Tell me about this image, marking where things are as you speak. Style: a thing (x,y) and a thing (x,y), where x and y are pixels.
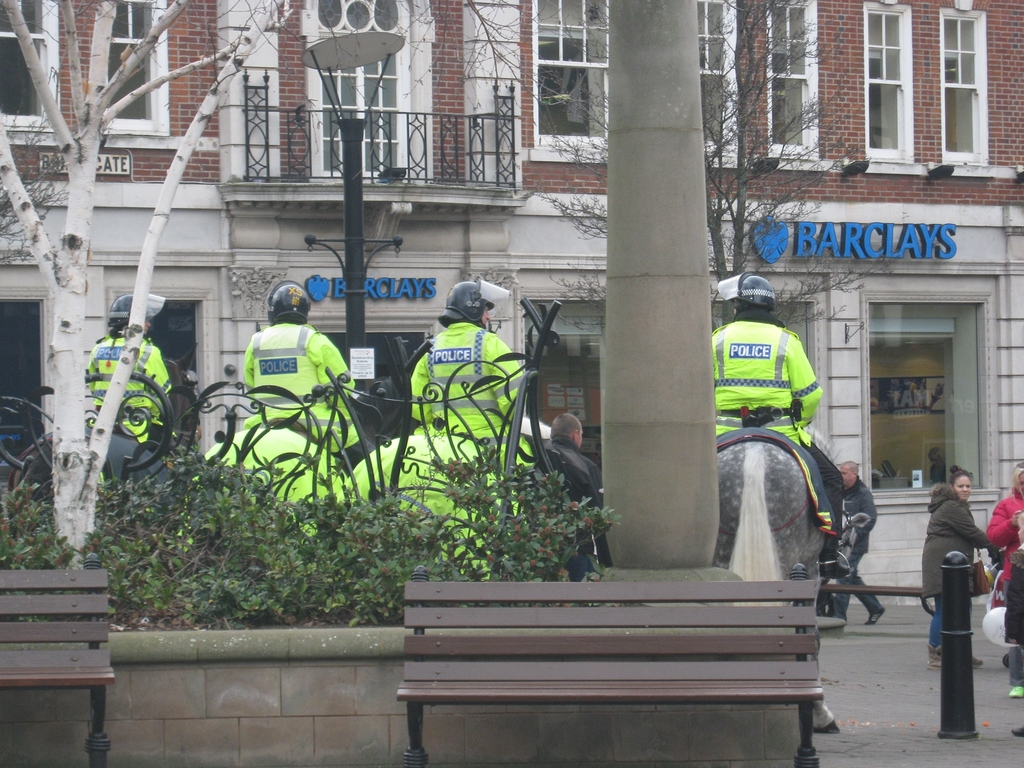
On the background of the picture (436,121) we can see building (785,189) and stores (909,258). Here we can see four persons (788,415) sitting on horses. This is a road (917,722). we can see few persons (932,537) walking and standing near to the building (985,528). these are empty benches (428,668).
